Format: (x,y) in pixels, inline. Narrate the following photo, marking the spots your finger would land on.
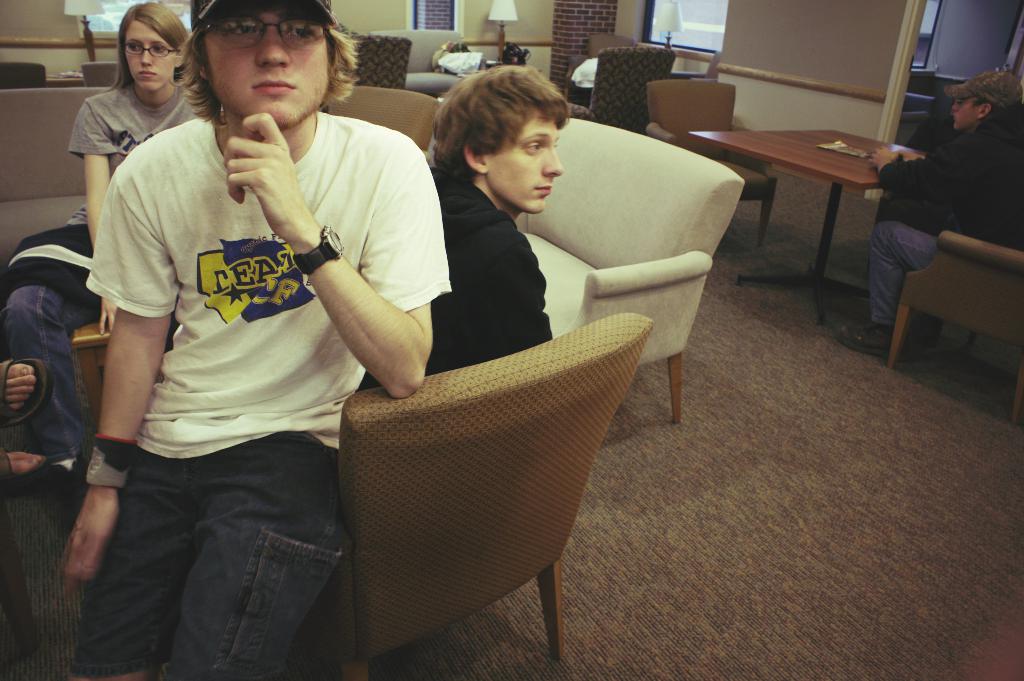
In this image On the left (288,271) there are three people (291,303) sitting on the chairs (429,429). In the middle (481,388) there are many chairs (944,238) and table (855,176). On the right (957,178) there is a man (945,186) he wear trouser (899,237), shoes (860,344) and cap (989,94).
